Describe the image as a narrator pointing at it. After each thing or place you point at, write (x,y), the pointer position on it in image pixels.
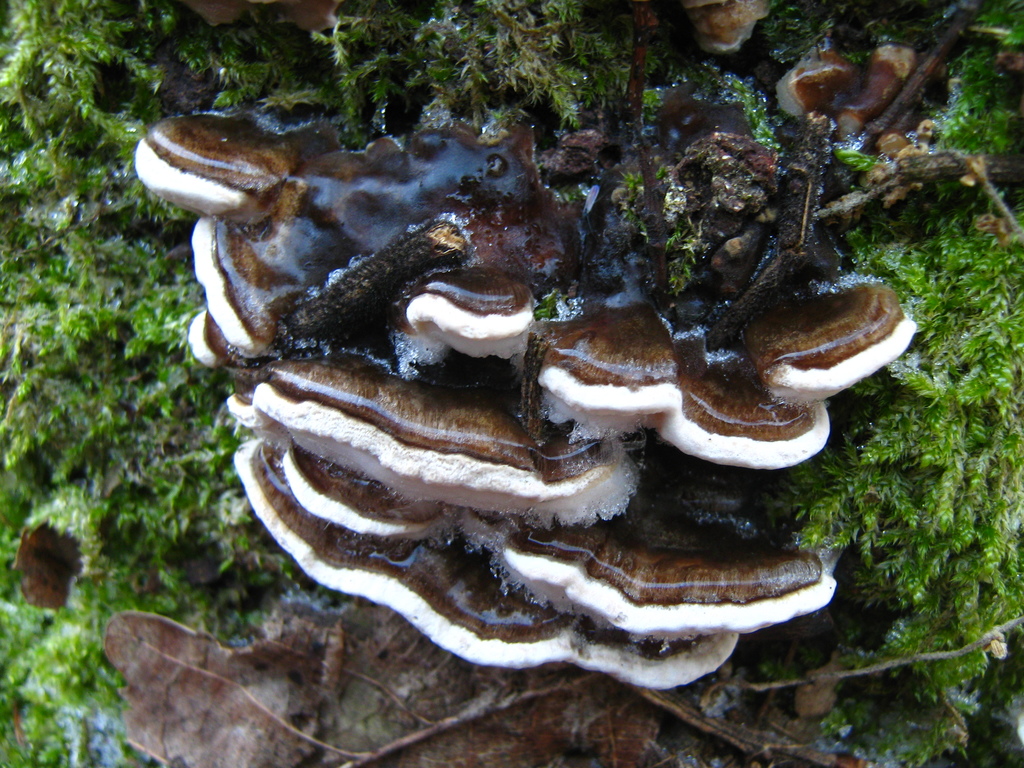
This picture contains bracket fungus (516,230) which is a type of fungi. Beside that, we see moss (842,706).
